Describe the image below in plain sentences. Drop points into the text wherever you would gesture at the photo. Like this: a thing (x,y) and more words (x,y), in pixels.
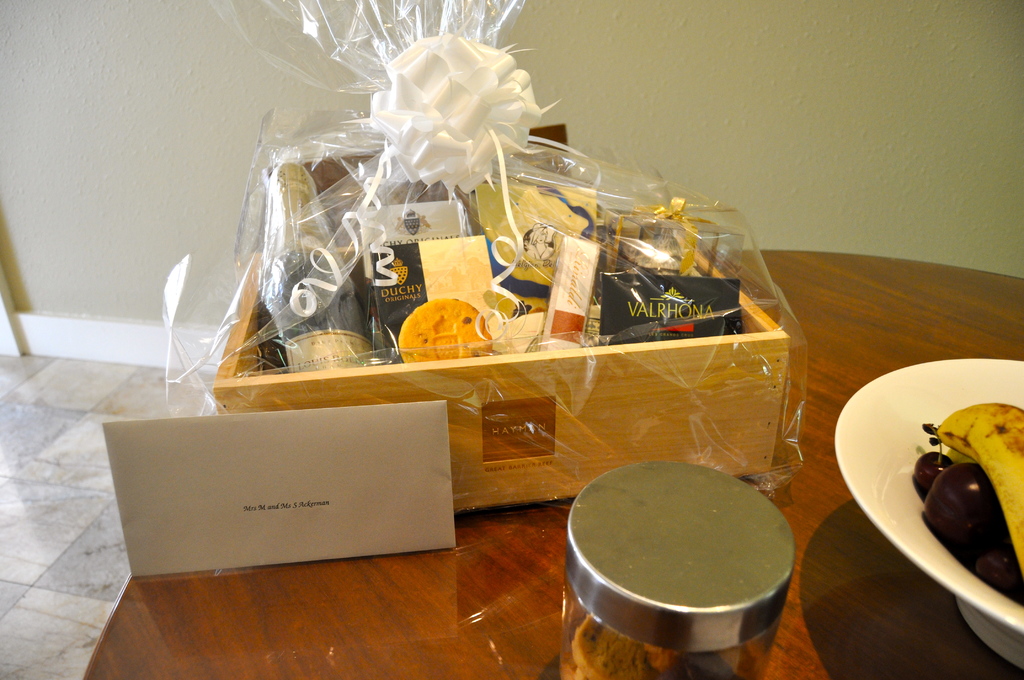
In this picture there is a box (245,308) in the center of the image (488,378) and there is a bowl (880,491) of fruits (1020,479) on the right side of the image (851,447), which are placed on a table (371,608).
